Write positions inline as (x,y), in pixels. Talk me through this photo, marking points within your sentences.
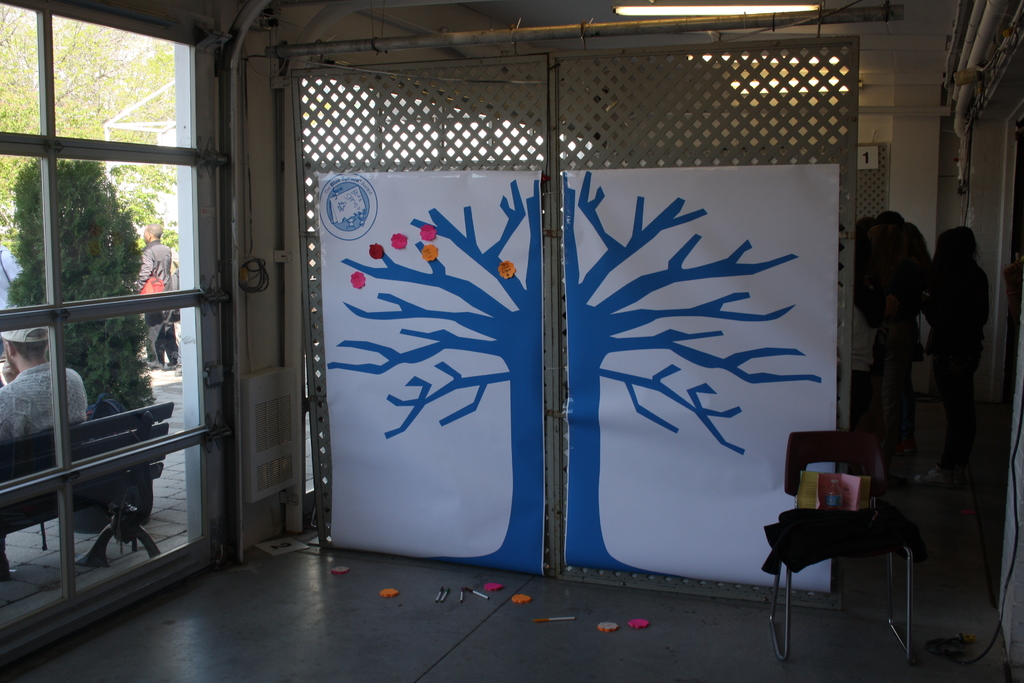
In this image we can see inside of a house (554,636). There is a metal wall (672,104) in the image. There two posters (571,373) on the metal wall (645,60). There is a light (698,14) attached to the roof (704,1). There are few objects (830,545) placed on the chair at the right side of the image (814,548). There is a group of people (939,273) standing at the right side of the image (956,293). There are many pipes (681,26) attached to the wall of the house (1020,205). A person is sitting on the bench (134,532). There is a tree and a plant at the left side of the image (113,268).
